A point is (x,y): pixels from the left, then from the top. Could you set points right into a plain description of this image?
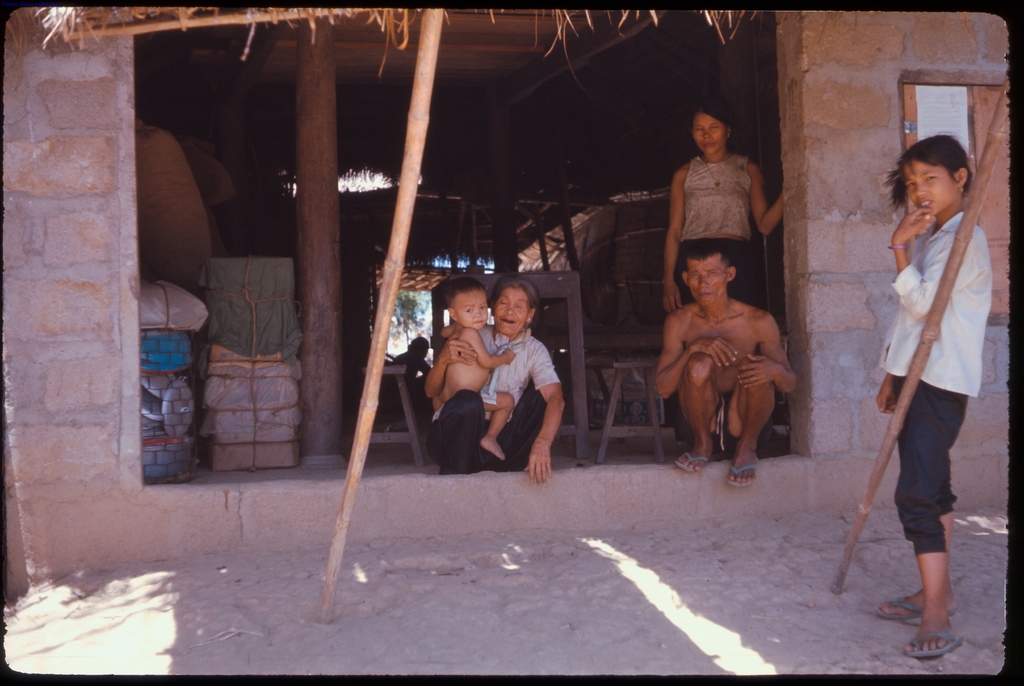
In this image, we can see persons (472,352) wearing clothes (513,384). There is a kid (952,341) on the right side of the image (963,346) wearing clothes (949,417) and standing in front of the building (845,213). There is a stick (396,237) in the middle of the image (395,240).
